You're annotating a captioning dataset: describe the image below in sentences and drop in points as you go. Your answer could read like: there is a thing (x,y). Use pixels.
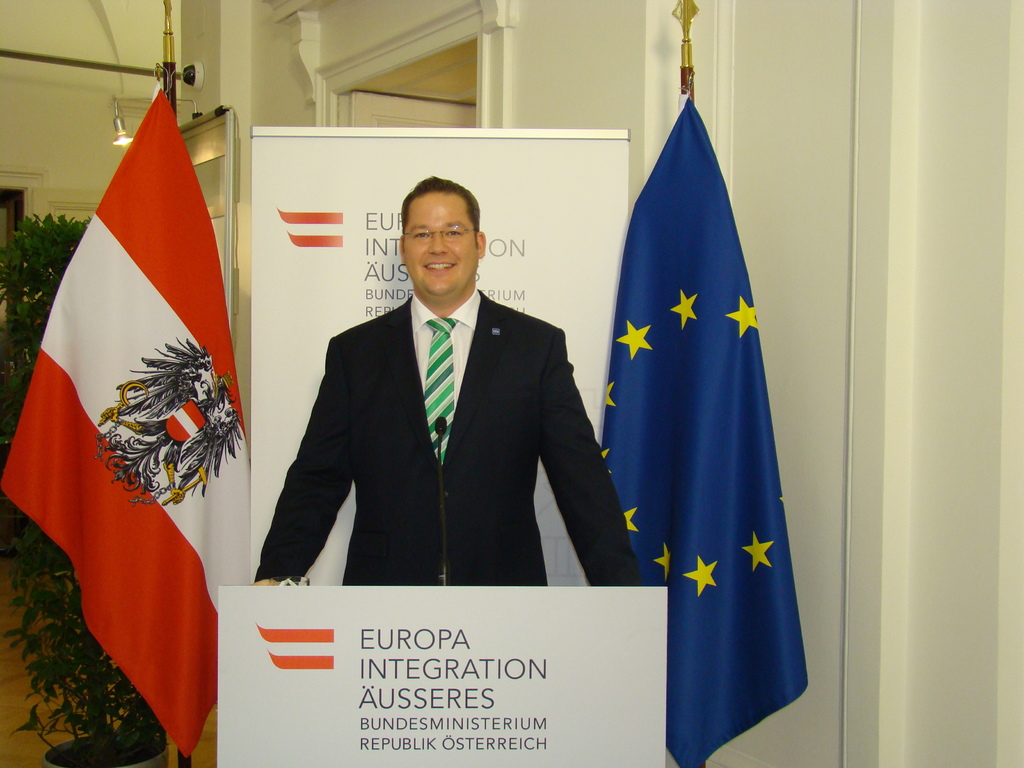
In this image I can see a man (381,527) is standing and I can see smile (443,262) on his face (444,281). I can also see he is wearing a specs (454,226) and formal dress (454,393). I can also see two white colour boards (262,176) and on it I can see something is written. I can also see a mic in the front of him. On the both sides of him I can see two flags (168,292) and on the left side of the image (22,278) I can see a plant (57,286) and a light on the ceiling (117,89).
